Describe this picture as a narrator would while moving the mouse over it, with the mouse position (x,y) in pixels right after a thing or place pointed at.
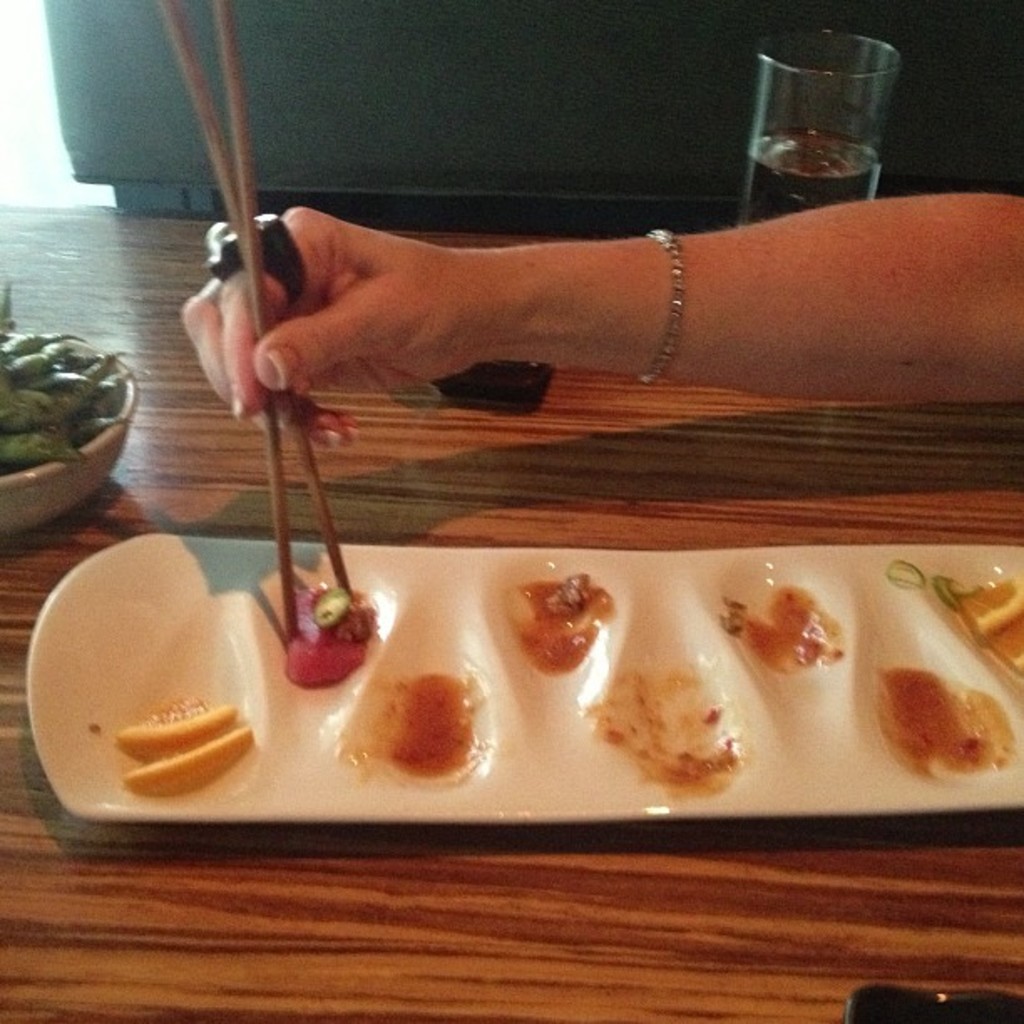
This picture shows a plate (270,616) with some food (422,688) on it and we see a hand (618,372) holding chopsticks (242,104) and we see a bowl (88,448) and a glass (768,193) of water (762,150) and a mobile (911,1019) on the table (474,854).
